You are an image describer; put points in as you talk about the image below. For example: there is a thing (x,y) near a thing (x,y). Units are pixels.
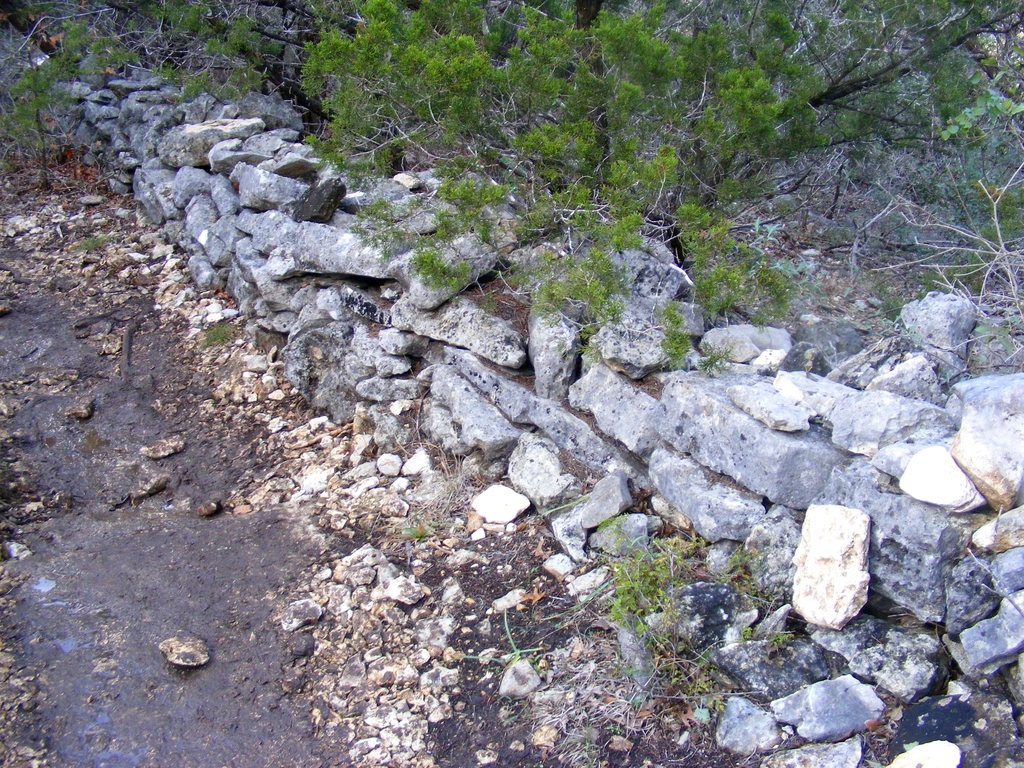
In this image we can see stones (469,398) and plants (557,98).
